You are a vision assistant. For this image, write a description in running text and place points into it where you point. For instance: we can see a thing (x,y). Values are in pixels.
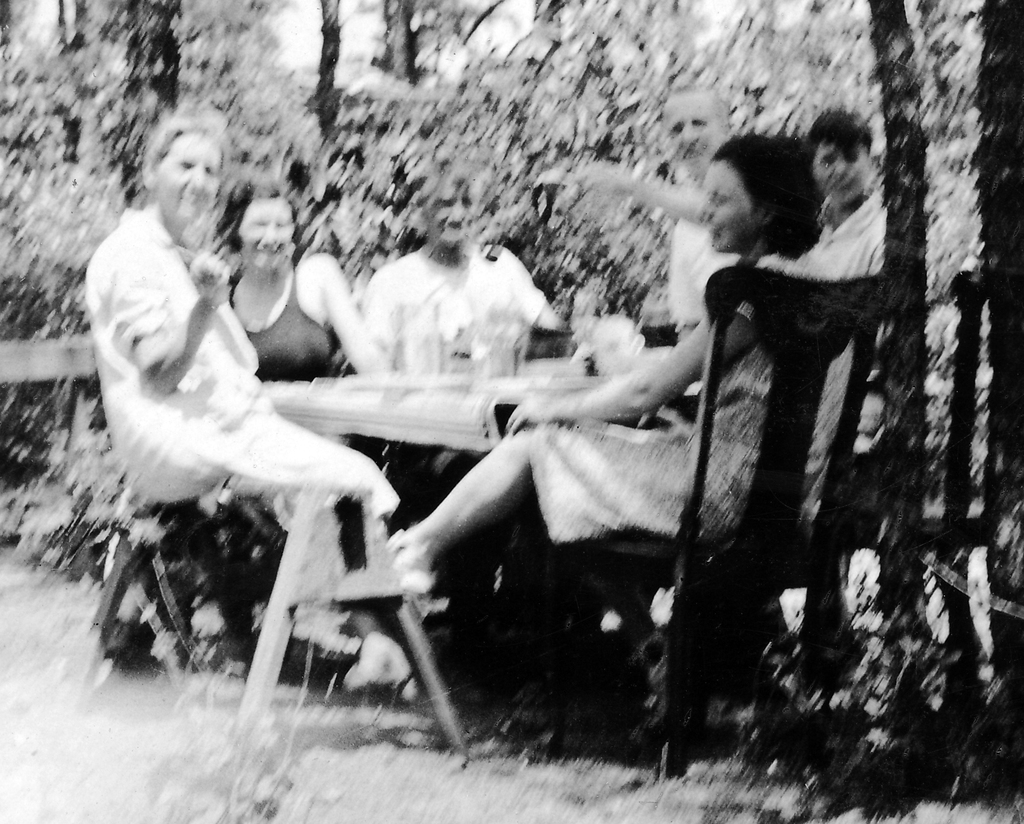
A group of people (401,272) are sitting around a table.
